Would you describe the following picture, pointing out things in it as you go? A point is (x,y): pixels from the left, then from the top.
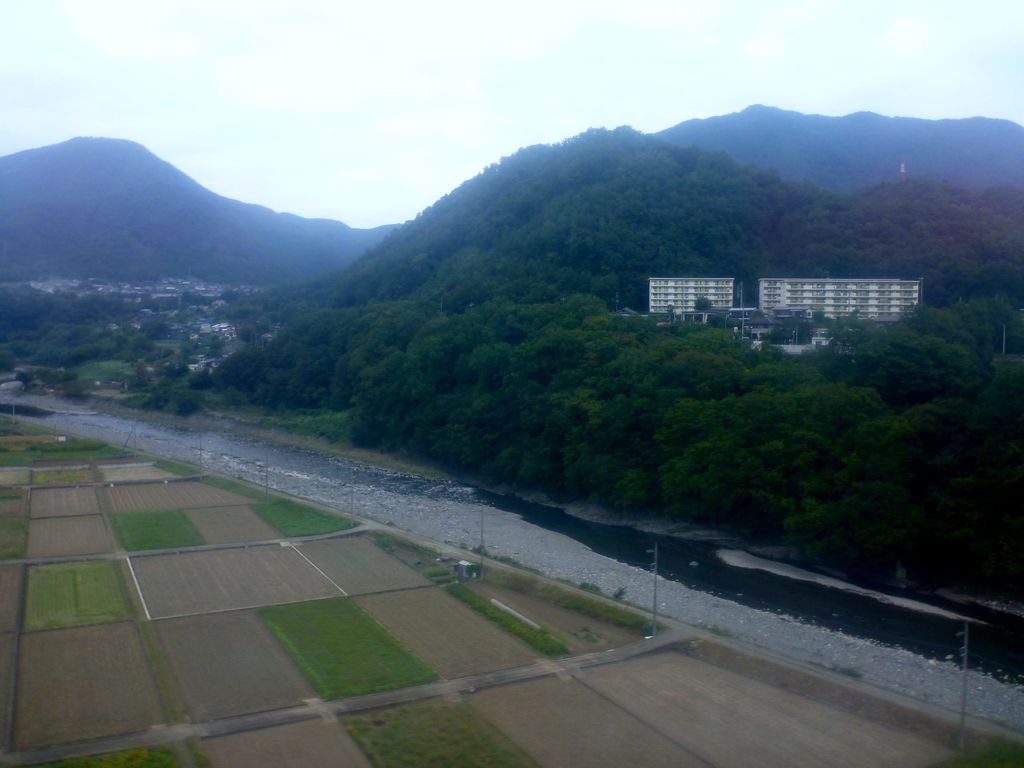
On the right side of the image (808,308) we can see a building (873,316). At the bottom (301,521) there is a road (940,718) and we can see fields (291,668). In the background (208,246) there are hills (515,192) and sky (421,147).
